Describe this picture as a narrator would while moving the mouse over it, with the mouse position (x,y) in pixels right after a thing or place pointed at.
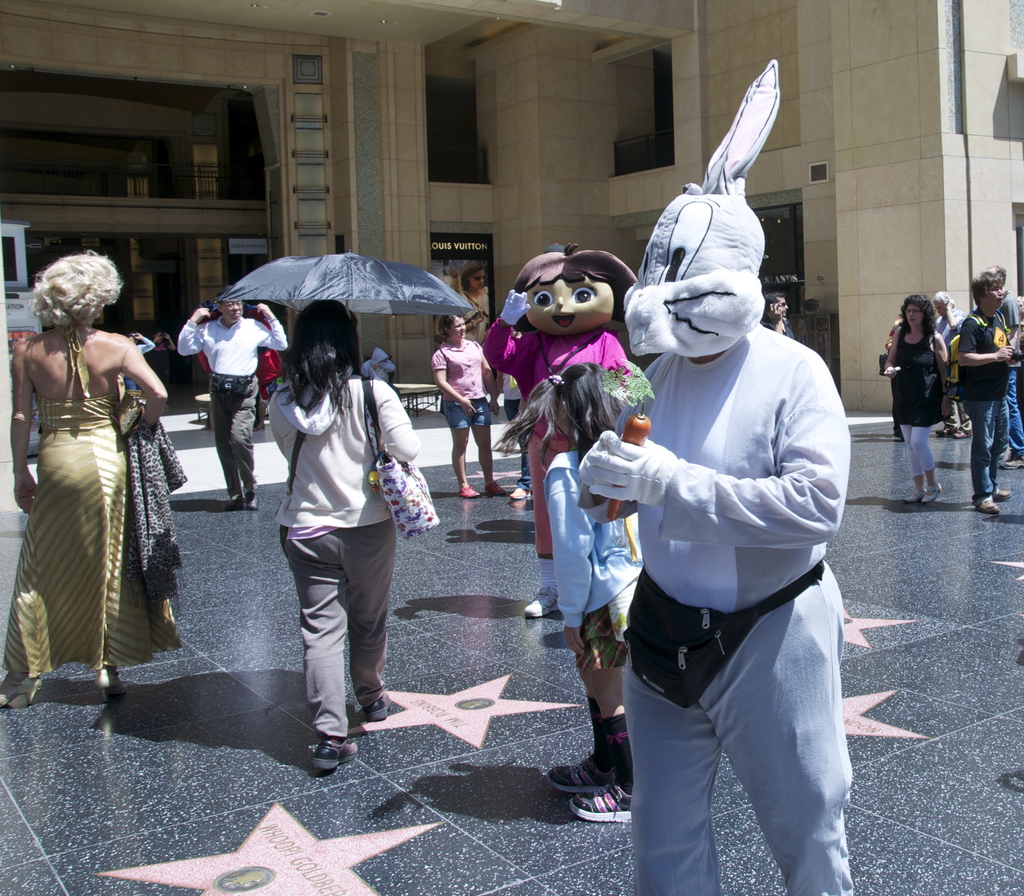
In this picture there is a lady (323,308) on the left side of the image (294,308), by holding an umbrella (376,303) in her hand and there are other people (618,444) in the image, some of them are wearing cartoon costumes (540,279) and there is a huge building (515,88) in the background area of the image (324,88).
